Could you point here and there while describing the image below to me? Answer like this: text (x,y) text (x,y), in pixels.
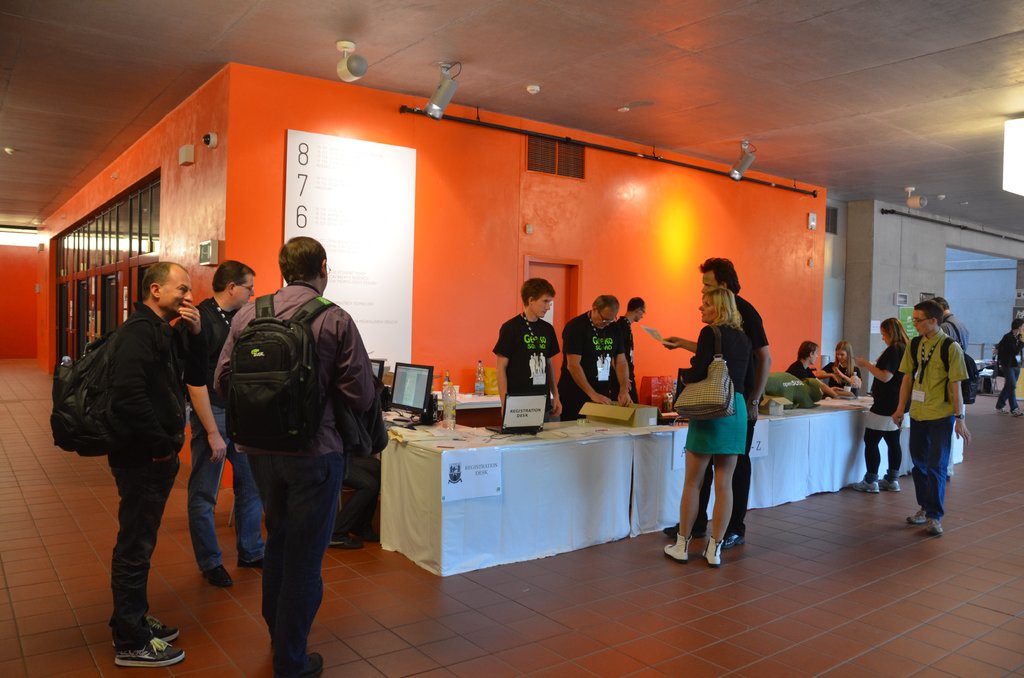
In this picture I can see few bottles (444,397), papers (467,430), carton boxes (625,414) and monitors (371,364) on the tables (815,410). I can see a board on the wall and few papers (496,468) with some text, few people (210,543) standing they are wearing backpacks (941,358) and a woman (724,467) wearing a handbag (722,405). I can see few lights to the ceiling (98,41) and a human (1014,372) walking on the right side (1005,366).
